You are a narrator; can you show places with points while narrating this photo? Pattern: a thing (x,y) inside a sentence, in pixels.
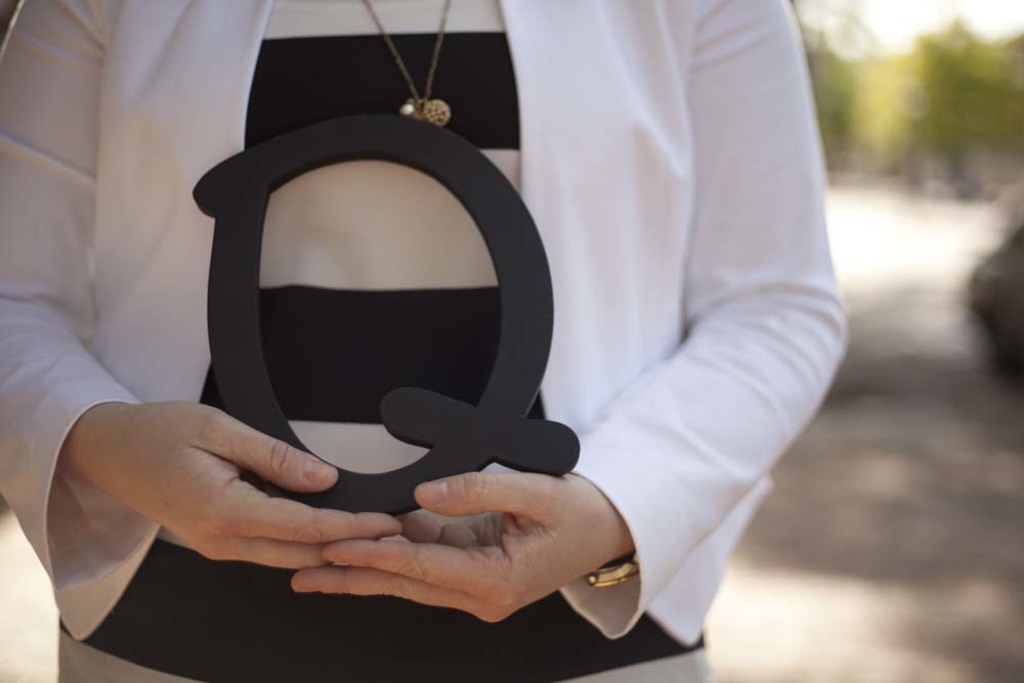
In this image I can see the person (381,266) is holding black color object (254,424) and wearing black and white color dress (476,126). Background (917,9) is blurred.
